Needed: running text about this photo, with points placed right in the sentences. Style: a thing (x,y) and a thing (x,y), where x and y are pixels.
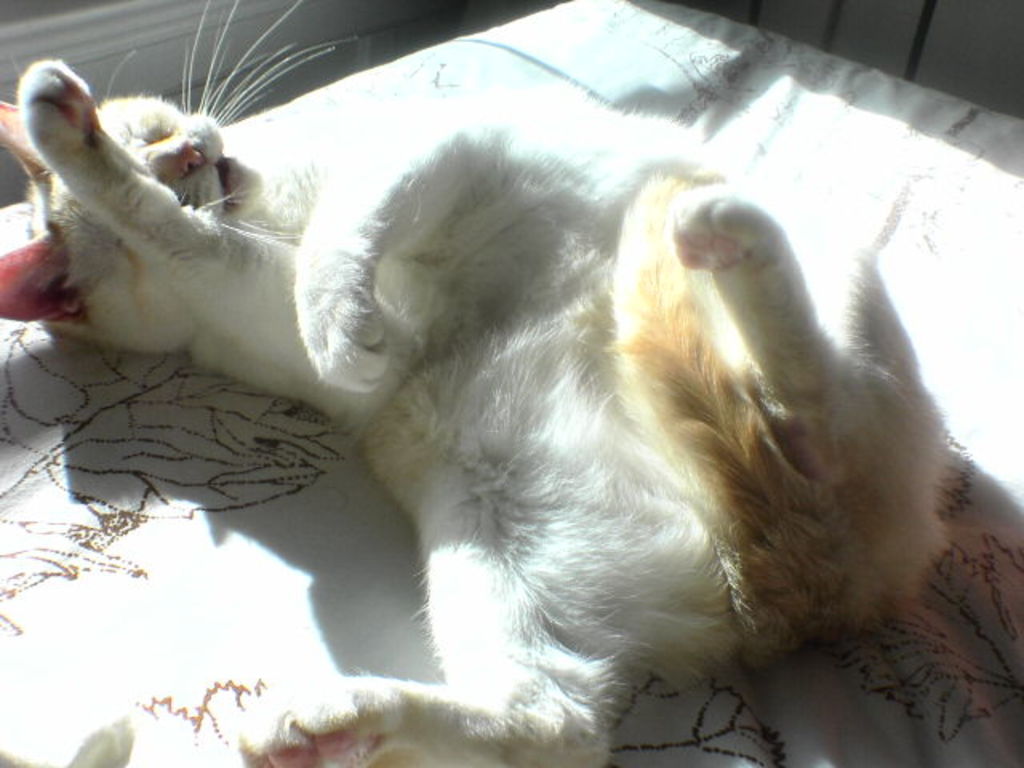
In this image I can see a white cat (353,207) sleeping on the white surface (210,531).
